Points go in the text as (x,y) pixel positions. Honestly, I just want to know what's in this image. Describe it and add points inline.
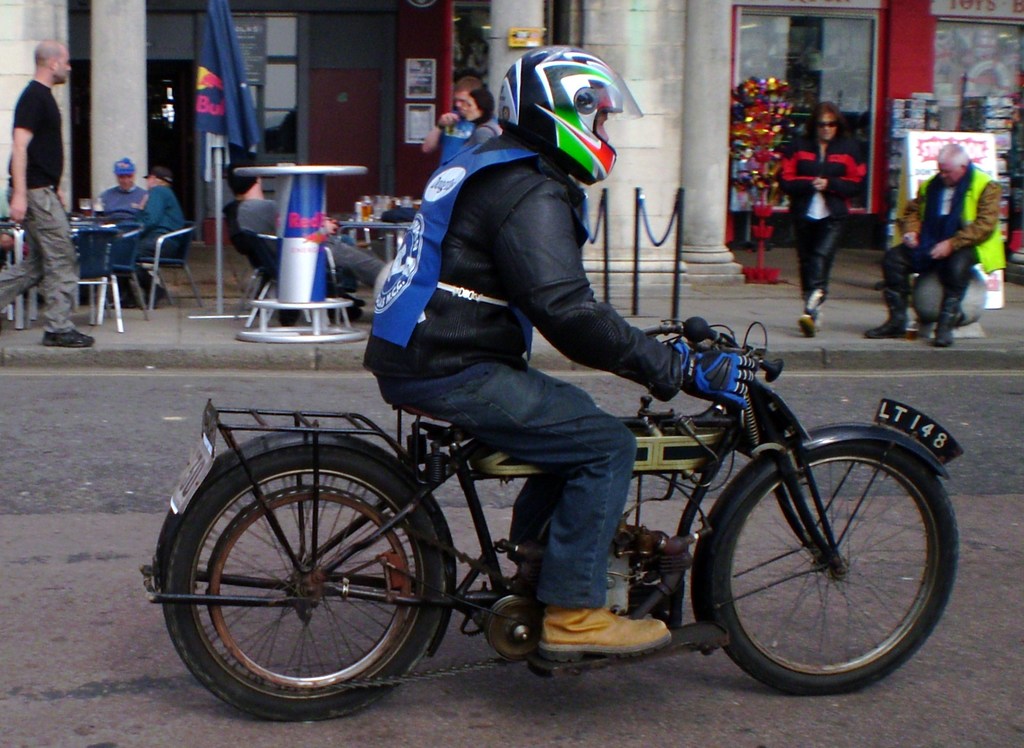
This image is clicked outside. There is a person (491,424) sitting on vehicle (691,455) in the middle (610,463). He is wearing helmet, gloves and shoes (656,626). There are some persons (156,224) in the middle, who are sitting on chairs (90,240). There are flags (212,43) at the top (207,174). There are stores (49,14) at the top (857,231).
